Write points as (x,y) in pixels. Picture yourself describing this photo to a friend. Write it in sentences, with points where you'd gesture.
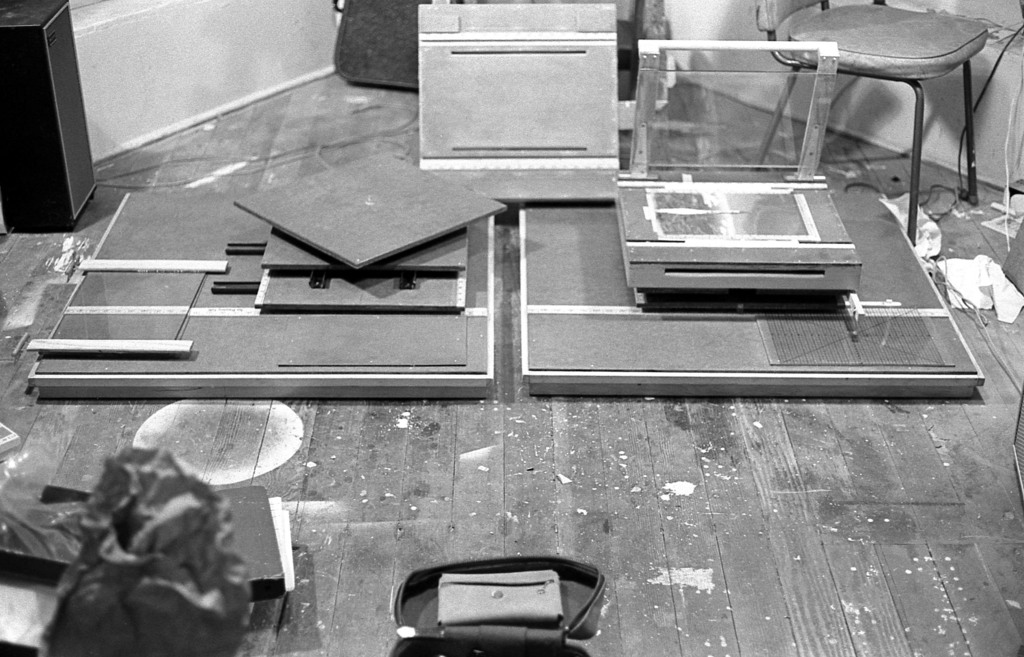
In this image I can see the wooden floor (622,511). On the floor (405,483) I can see some objects (405,275), bag (506,596), chair (919,74) and wires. In the background (115,139) I can see the wall (150,101) and this is a black and white image.
